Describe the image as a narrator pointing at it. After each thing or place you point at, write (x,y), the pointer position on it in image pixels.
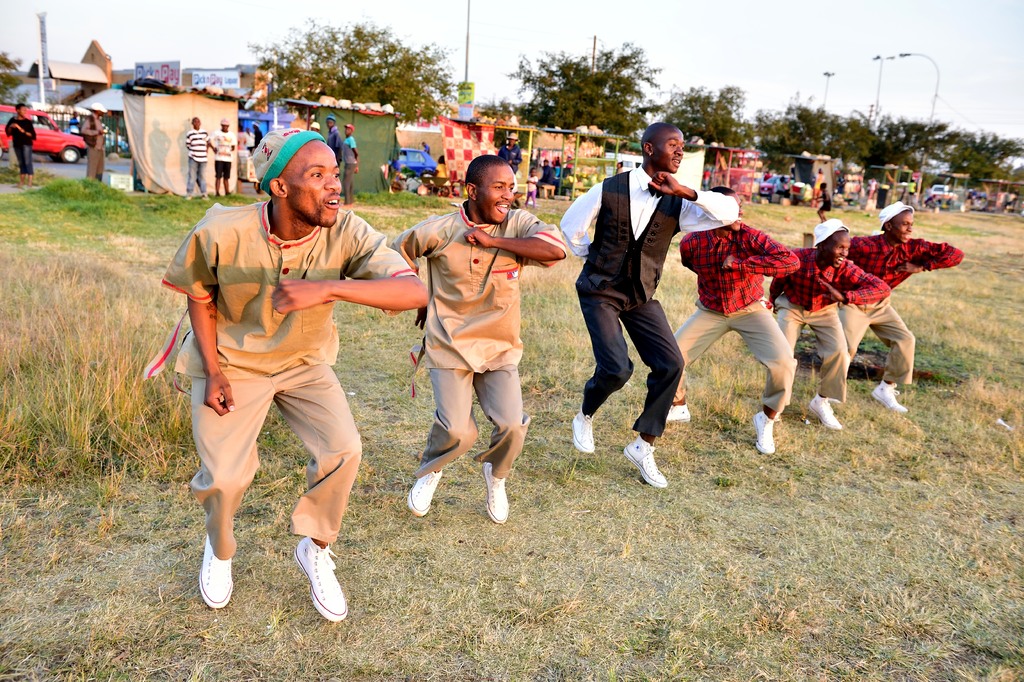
This image is clicked outside. There are stores (538,152) in the middle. There are trees (584,92) at the top (324,72). There are lights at the top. There is a car (3,142) on the left side (38,143). There are some persons (803,302) in the middle (452,443), dancing. There is grass (534,622) at the bottom (320,644).
